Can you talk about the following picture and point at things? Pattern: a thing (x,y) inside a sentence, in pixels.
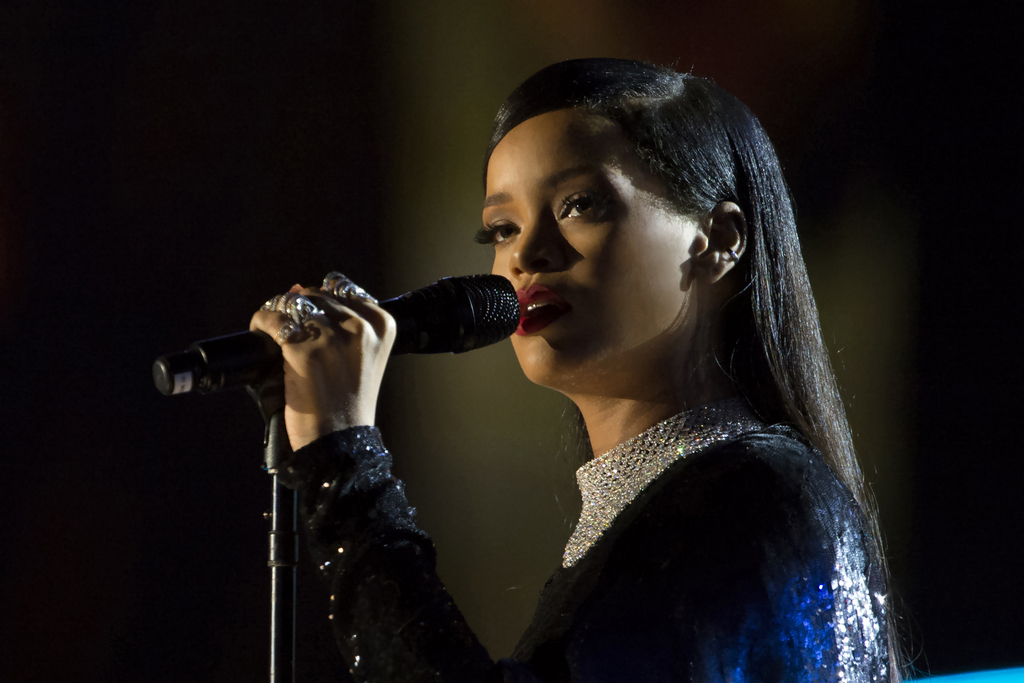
In this image, there is a person (661,250) wearing dark clothes (675,544) and holding a mic (425,322) with her hand (395,326).
